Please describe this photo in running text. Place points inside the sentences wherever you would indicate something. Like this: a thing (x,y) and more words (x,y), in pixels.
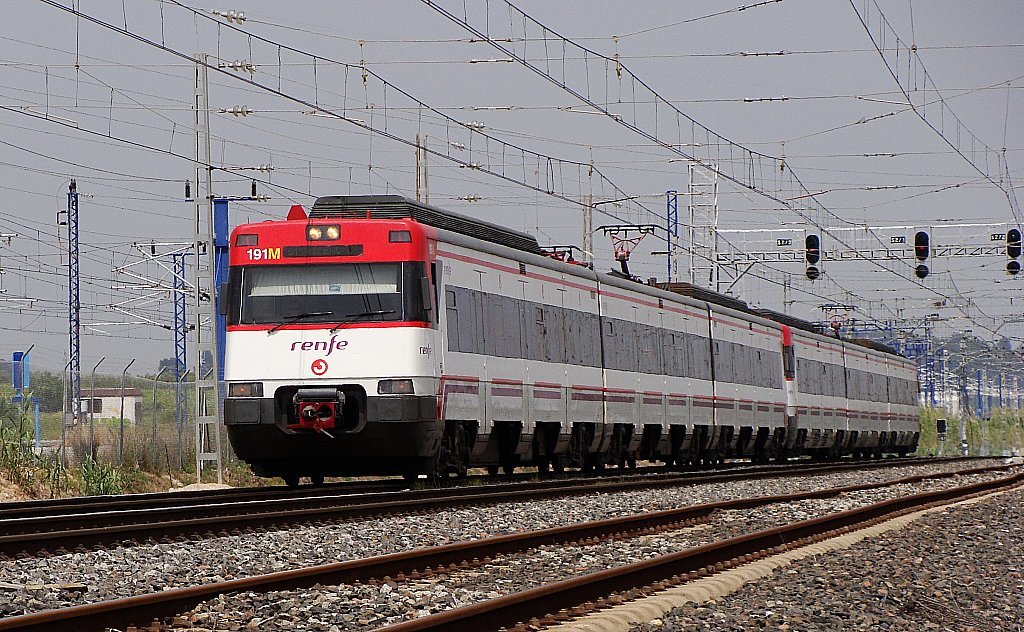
In this image, we can see two railway tracks (541,603), there is a train (532,370) on the track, we can see some cables (649,135), at the top (834,193) there is a sky (824,78).
